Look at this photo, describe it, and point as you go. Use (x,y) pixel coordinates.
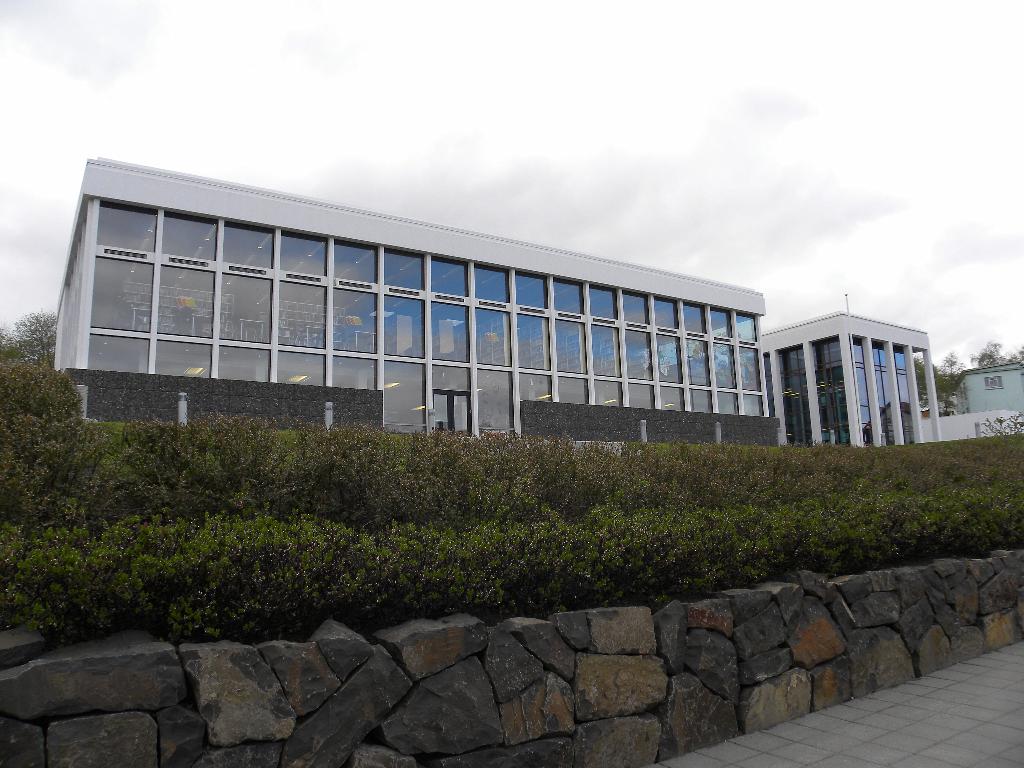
Here we can see buildings (746,375), plants (763,502), and trees (40,356). There is a rock wall (803,632). In the background (351,158) we can see sky (798,206).
